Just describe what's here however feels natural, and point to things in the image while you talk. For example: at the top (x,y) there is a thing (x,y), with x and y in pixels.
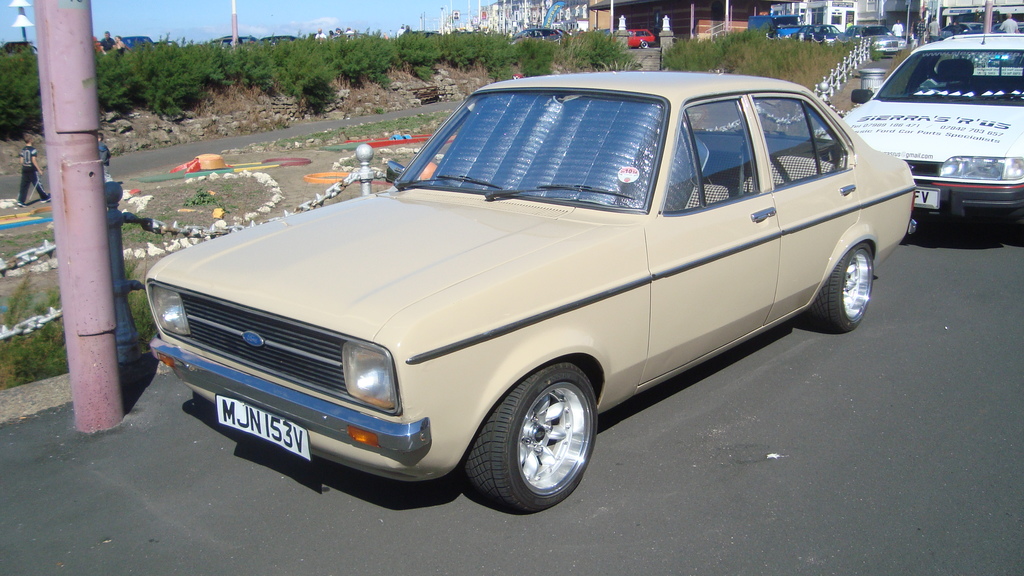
In this image, we can see vehicles (655,307) on the road (636,434) and there are divider poles (365,170). In the background (177,59), there are trees (102,78), buildings (863,22) and some people (900,25).
